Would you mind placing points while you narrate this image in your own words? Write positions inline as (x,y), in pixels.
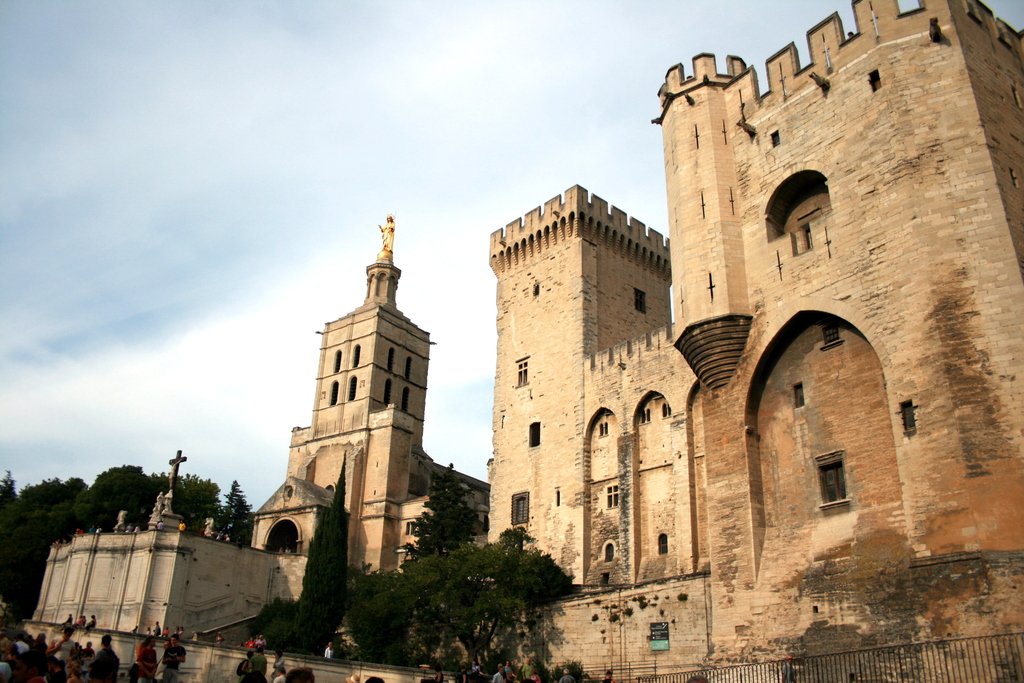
To the bottom left corner of the image (144,652) there are few people (175,672). And to the right bottom corner of the image (752,664) there is fencing (1018,647). Behind them there are buildings (654,373) with walls (841,304), arches (841,304) and windows (533,436). To the left side of the image (88,545) there is a building (359,343) with statue (174,491) on top of it. Behind the building (385,333) there are trees (85,497). To the top of the image (318,95) there is a blue sky (143,307).
